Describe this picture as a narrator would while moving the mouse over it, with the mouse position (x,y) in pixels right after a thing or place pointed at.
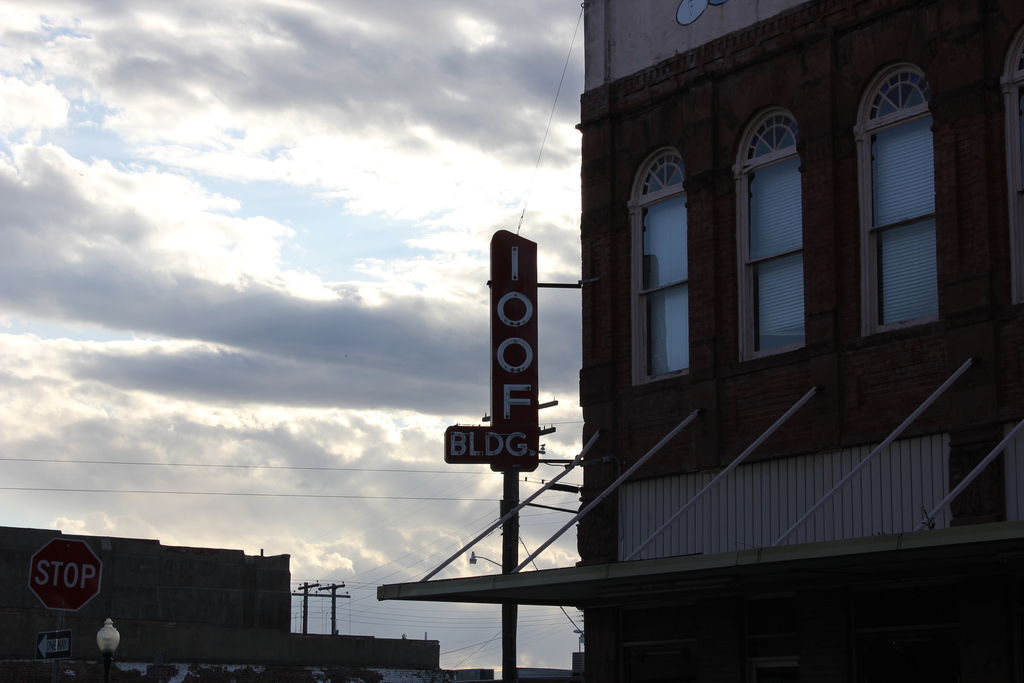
In this picture we can see a name board (530,422), sign boards (56,574), poles (510,560), wires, buildings (425,582), windows (876,220), light (104,654) and in the background (356,606) we can see the sky (362,617) with clouds (378,81).
